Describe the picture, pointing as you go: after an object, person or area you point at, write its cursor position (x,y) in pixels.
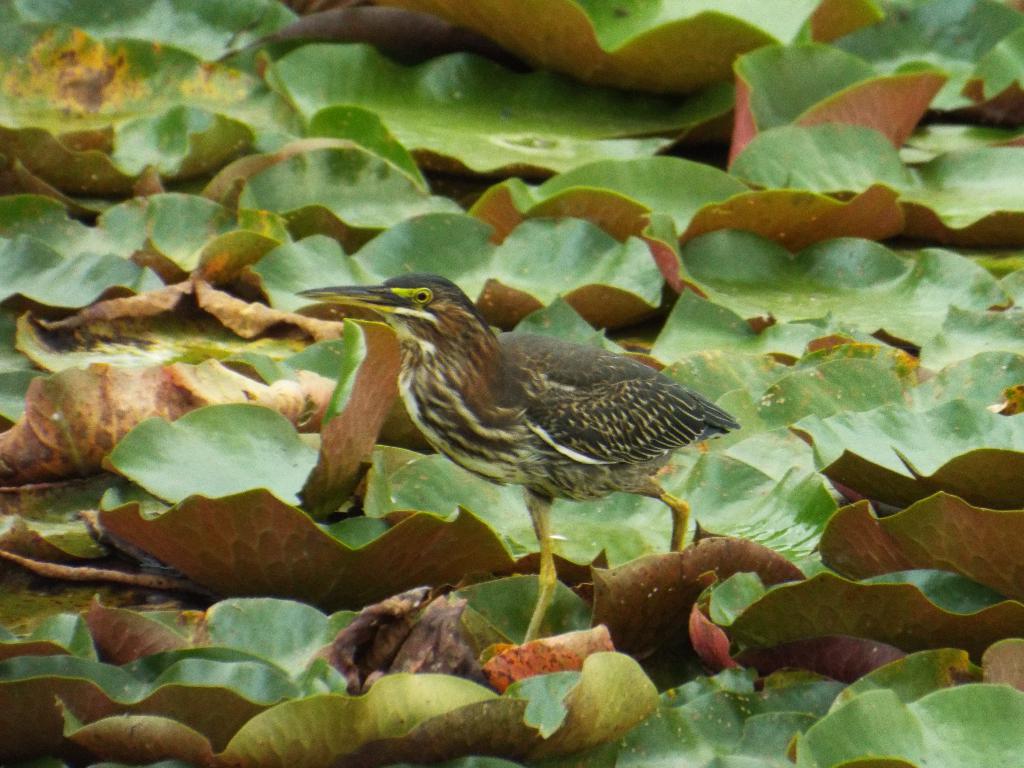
In this image I can see the bird (528,448) which is in black, white and brown color. The bird (443,429) is on the leaves (360,610). These leaves (142,503) are in green and brown color.
